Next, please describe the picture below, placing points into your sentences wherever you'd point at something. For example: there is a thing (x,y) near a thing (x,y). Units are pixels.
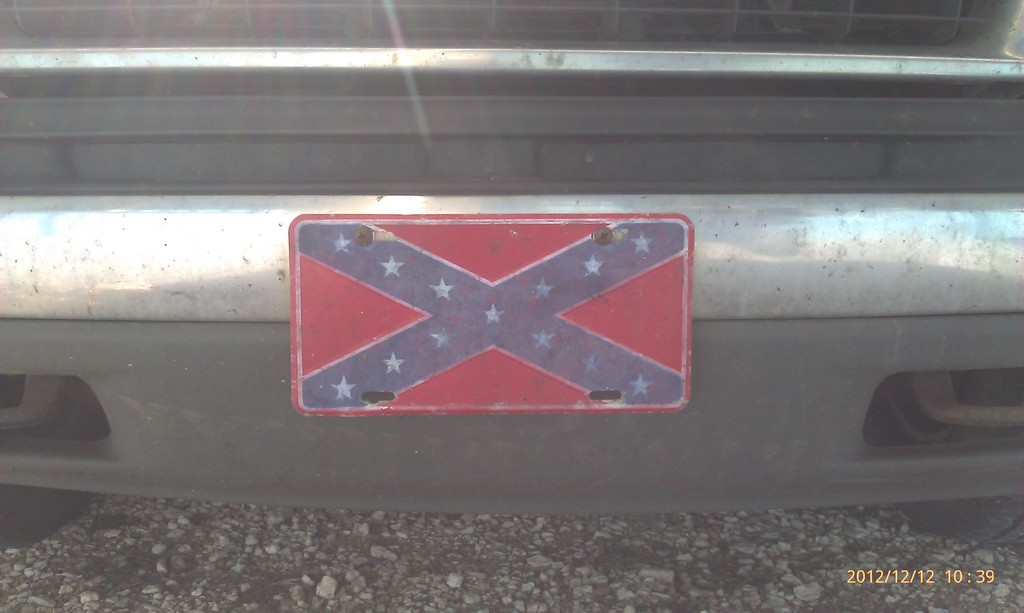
In the foreground of this picture (264,570) we can see the gravel (716,572). In the center (652,389) there is an object (549,155) which seems to be the vehicle (810,360). In the bottom right corner (980,576) we can see the numbers (928,576) on the image.
